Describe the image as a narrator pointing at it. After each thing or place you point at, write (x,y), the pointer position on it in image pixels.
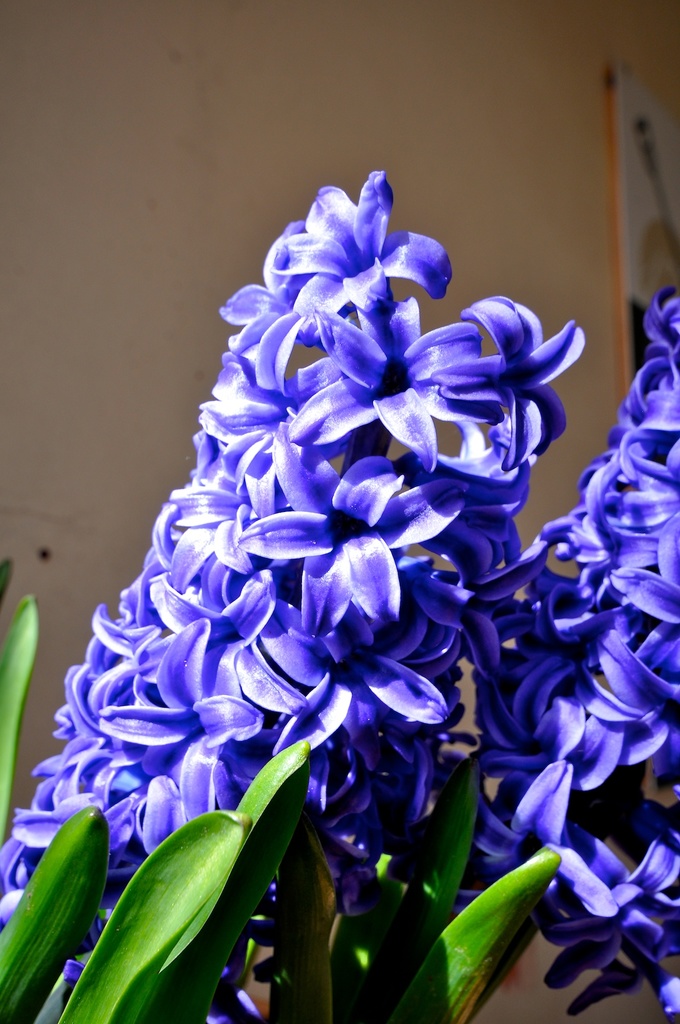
In this picture, we see the plants (403,872) which have flowers (363,867). These flowers (363,867) are in violet color. In the background (146,388), we see a white wall (86,345).
